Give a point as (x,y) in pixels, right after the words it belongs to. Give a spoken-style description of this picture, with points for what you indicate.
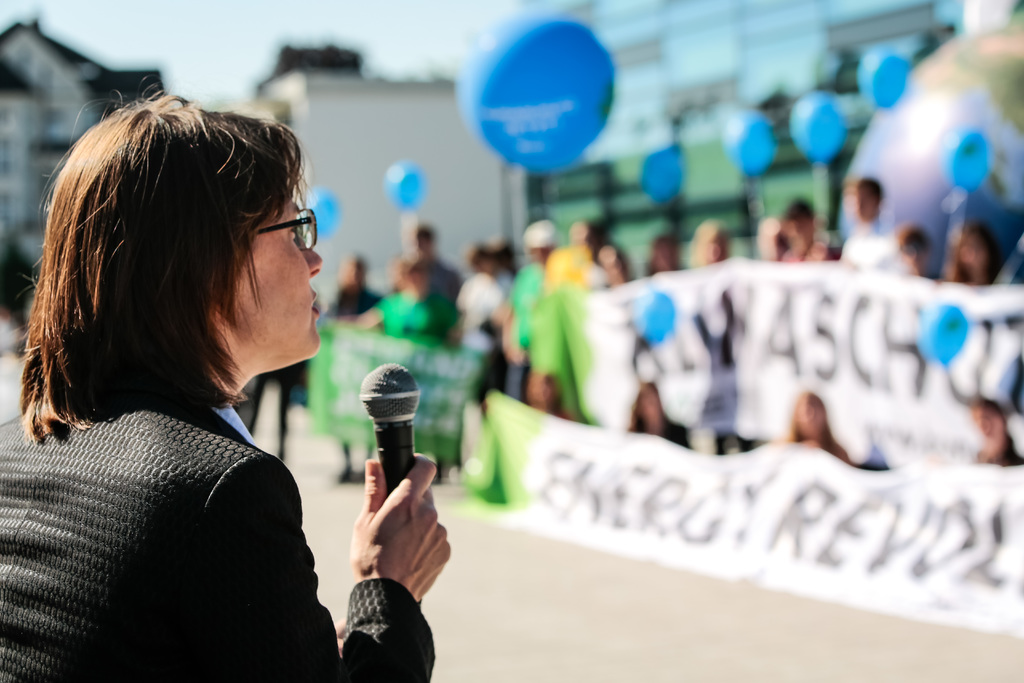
This woman (225,534) wore suit (182,601), holding mic (415,398) and wore spectacles (296,220). The background (597,382) is blur and we can able to see persons (560,282) are holding banners (756,298) and balloons (795,110) and we can able to see buildings (378,95).
